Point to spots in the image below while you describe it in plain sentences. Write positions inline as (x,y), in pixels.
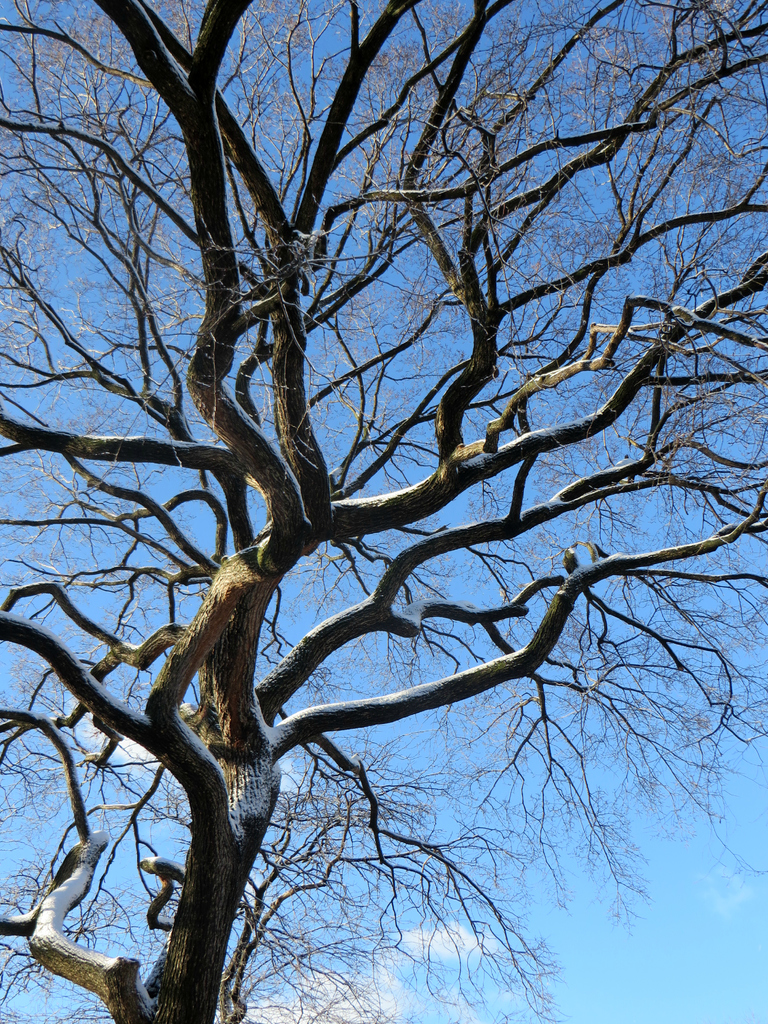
In this image I can see a tree (322,632) with branches (309,642) and stems (265,790). And in the background (300,773) there is sky (520,282).
